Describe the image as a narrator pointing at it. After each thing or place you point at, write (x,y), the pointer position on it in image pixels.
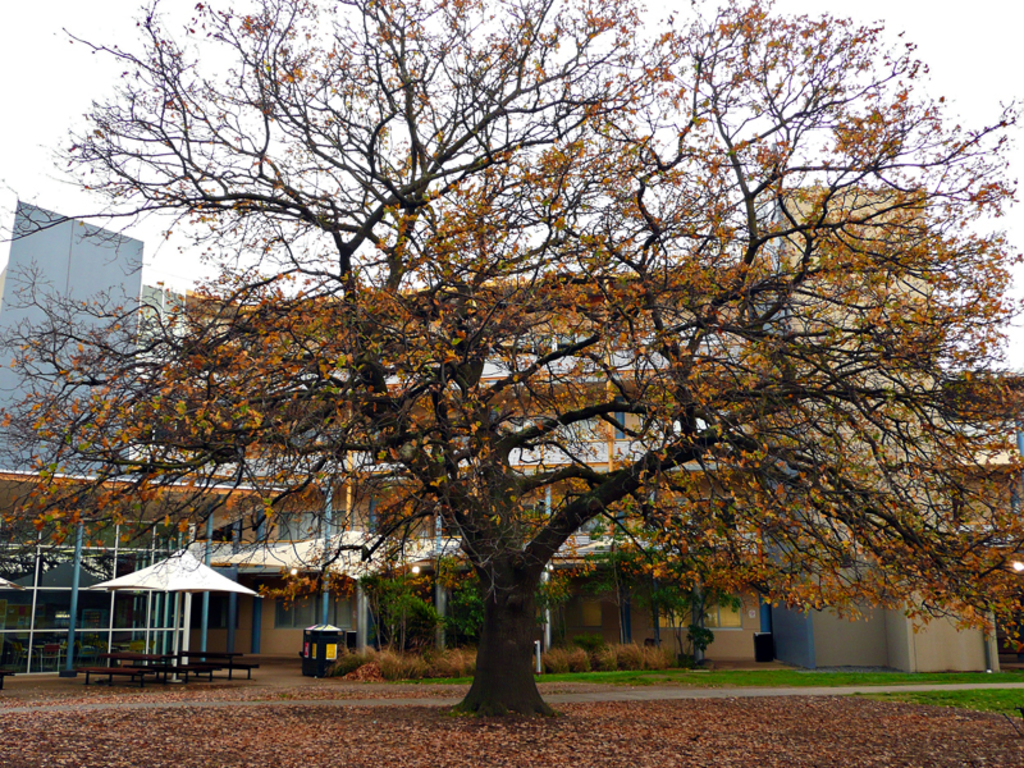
In this picture I can see the trees (441,425), grass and few plants (452,668) in front (514,651). In the background (14,565) I can see the buildings (52,250) and the clear sky (520,160).
